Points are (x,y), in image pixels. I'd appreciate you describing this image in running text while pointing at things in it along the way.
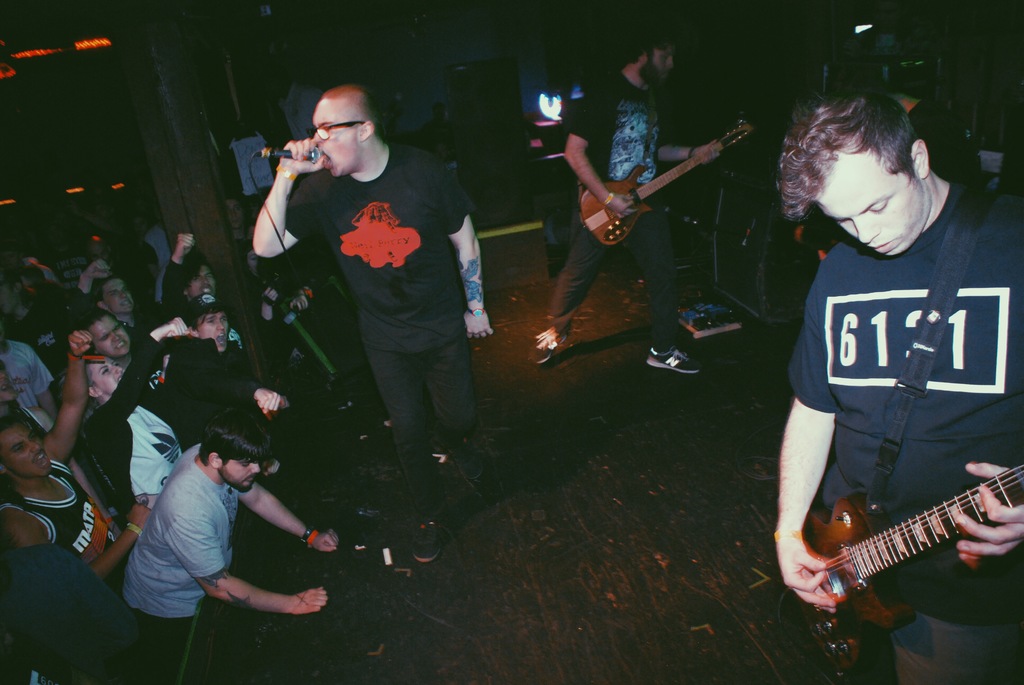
In the middle of the image (439,262) a man (316,203) is standing and singing. Bottom right side of the image (911,590) a man (814,309) is playing guitar (819,577). At the top of the image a man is standing and playing guitar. Bottom left side of the image (213,585) few people (17,263) are standing.
